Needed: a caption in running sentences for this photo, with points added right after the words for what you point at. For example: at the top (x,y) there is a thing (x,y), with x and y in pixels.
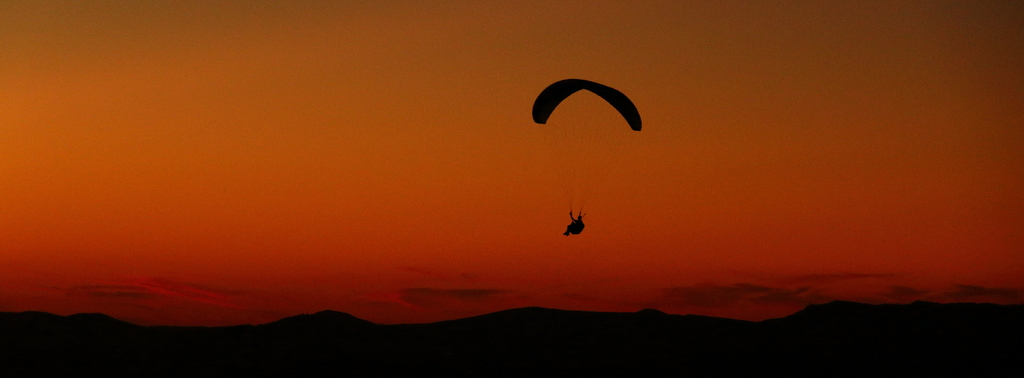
There is a person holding a hanger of a parachute (576,81) which is in the air (638,107). In the background (648,274), there are mountains (653,327) and there is sky (832,57).
